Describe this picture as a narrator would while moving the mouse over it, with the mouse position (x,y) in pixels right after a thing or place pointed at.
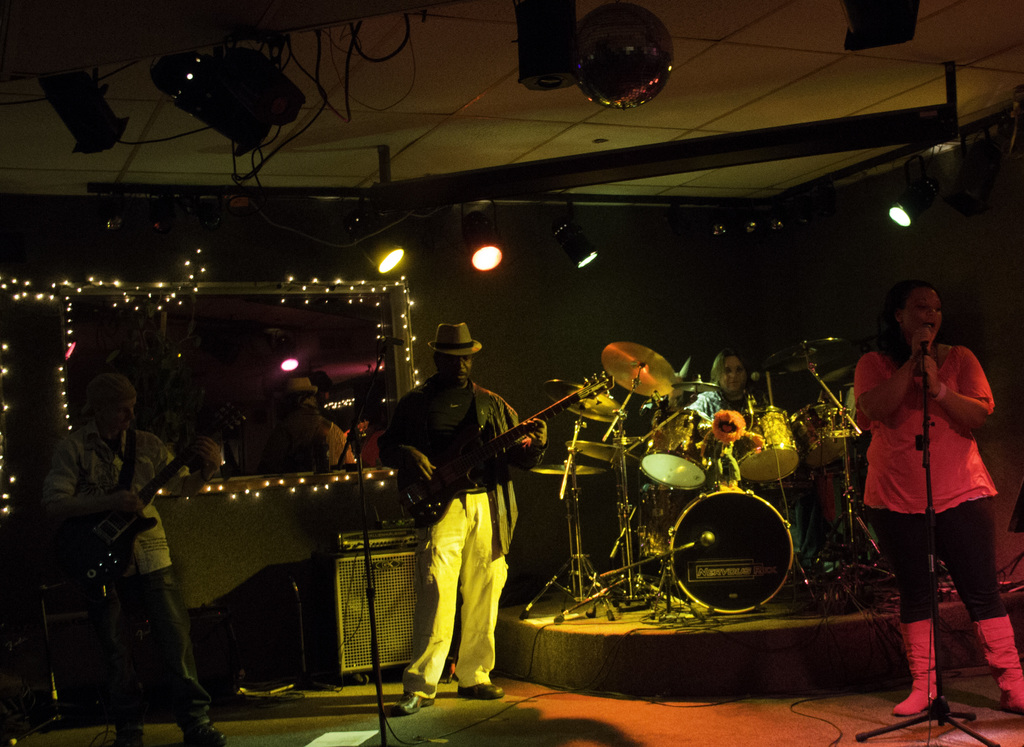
Here we can see four persons (930,441). They are playing guitars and she is singing on the mike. Here we can see musical instruments (707,481), lights (486,262), mikes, and a mirror (396,383). In the mirror (223,477) we can see reflection (316,437) of persons (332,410) and a light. This is floor (590,705) and there is a dark background (137,234).
